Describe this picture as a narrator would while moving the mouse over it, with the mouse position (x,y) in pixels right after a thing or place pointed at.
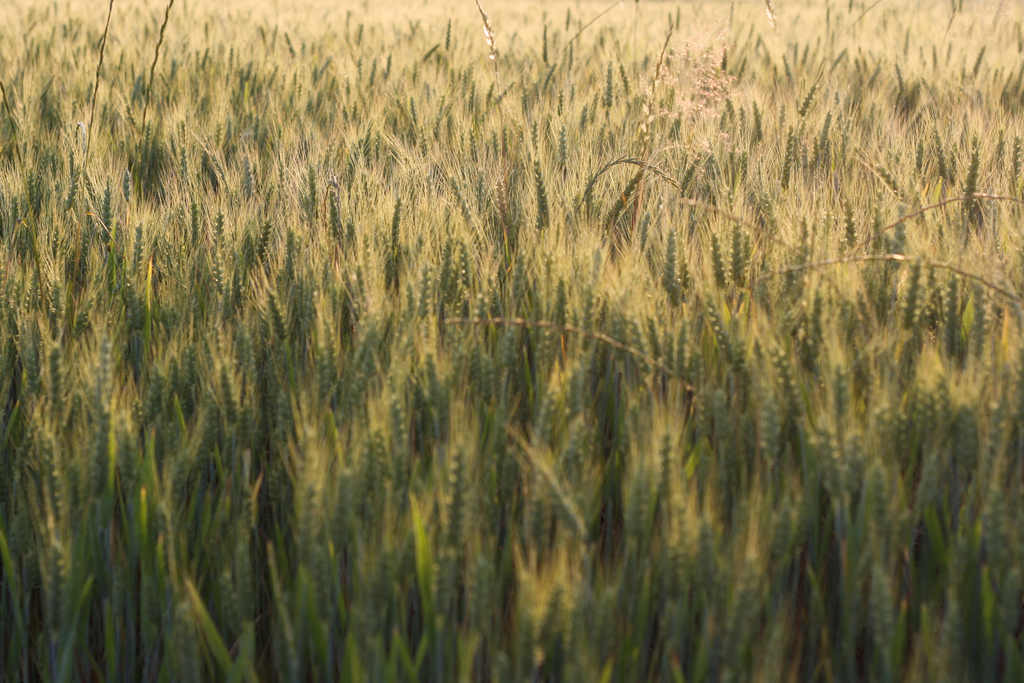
In this image there is a wheat crop (684,315).
